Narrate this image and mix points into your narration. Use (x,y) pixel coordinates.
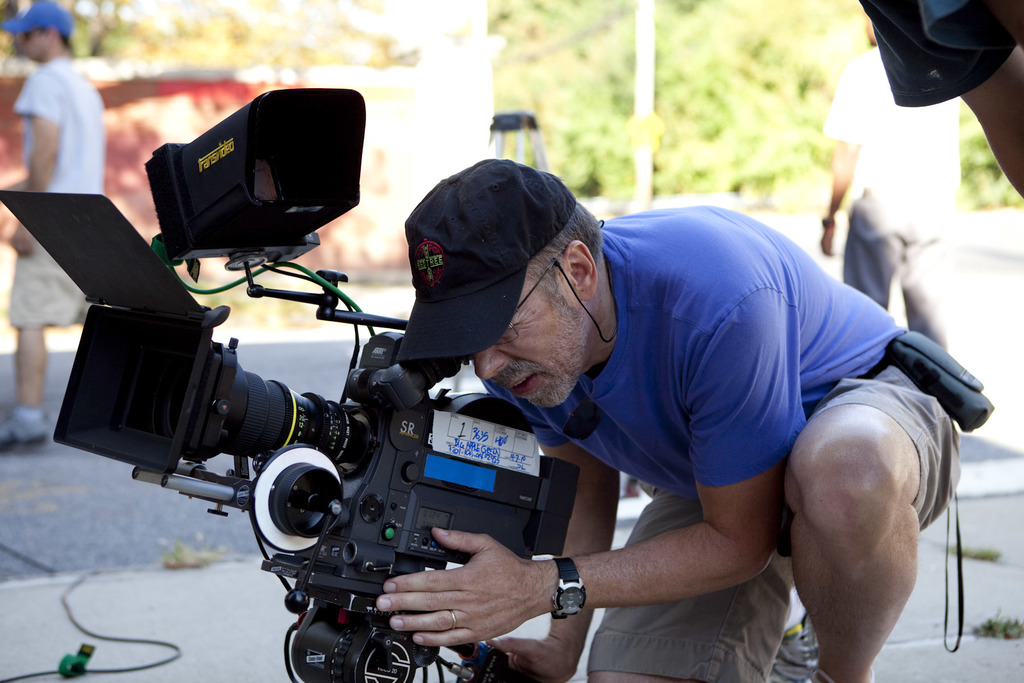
A man (748,355) in this picture is looking at the camera (398,430), focused and in the background (523,122) there is camera stand (493,139) and a guy (84,106). There are also trees (615,73) in the background (757,144).
